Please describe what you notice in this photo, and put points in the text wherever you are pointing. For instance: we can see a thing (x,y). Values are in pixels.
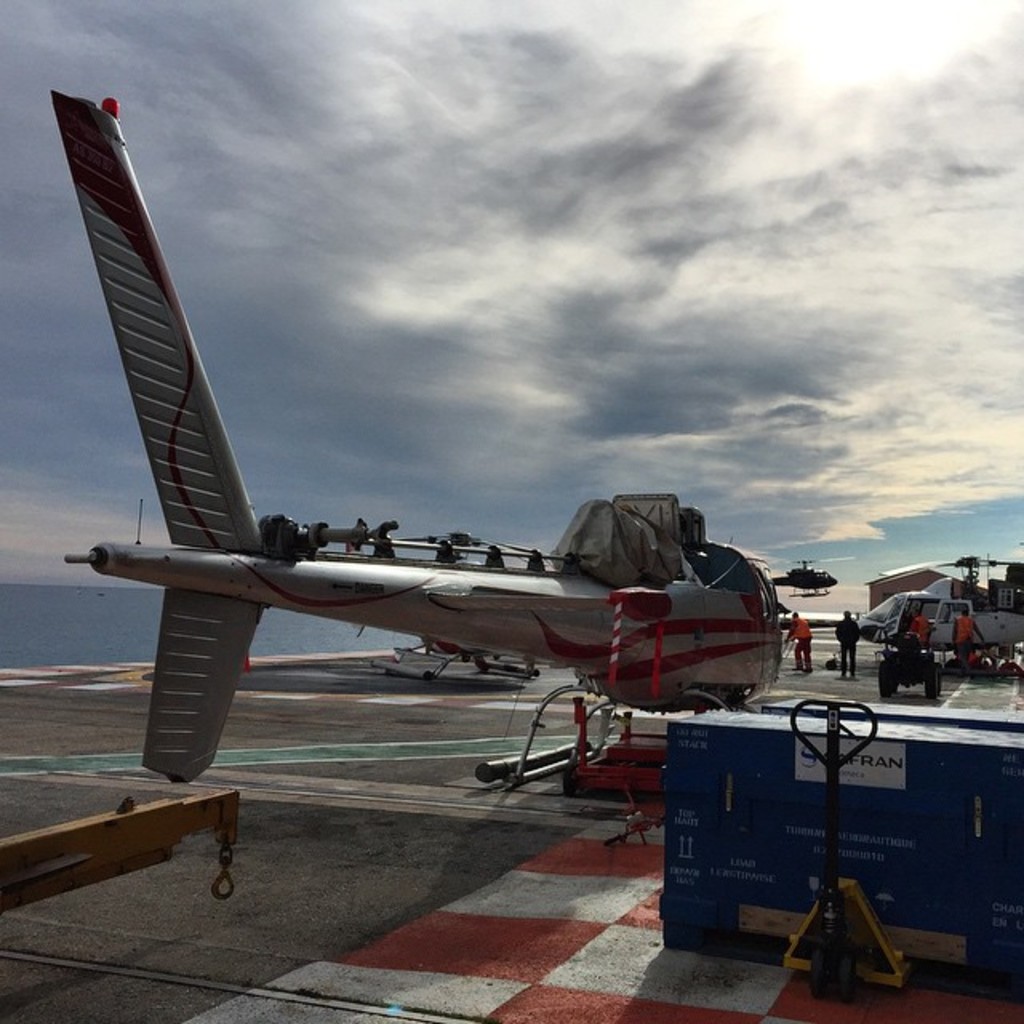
In this picture, we see helicopters (481,615) on the helipad (954,687). In the right bottom of the picture (825,798), we see a blue color box (919,865). Behind that, we see people (956,629) standing on the helipad (905,691). Beside the helicopters (240,649), we see water (131,629). In the background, we see a helicopter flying in the sky (741,343). At the top of the picture (498,167), we see the sky (546,395).
